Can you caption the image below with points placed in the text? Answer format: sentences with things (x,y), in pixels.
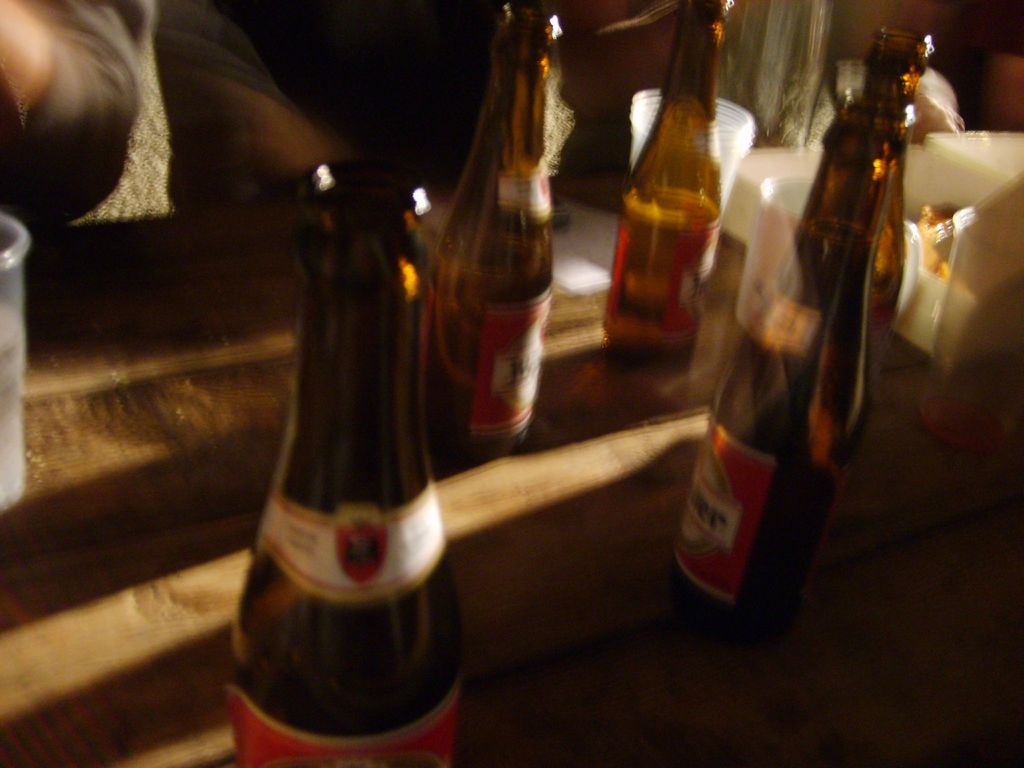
Some beer bottles (357,372) and few disposable water glasses (726,138) are on a table (284,422).
